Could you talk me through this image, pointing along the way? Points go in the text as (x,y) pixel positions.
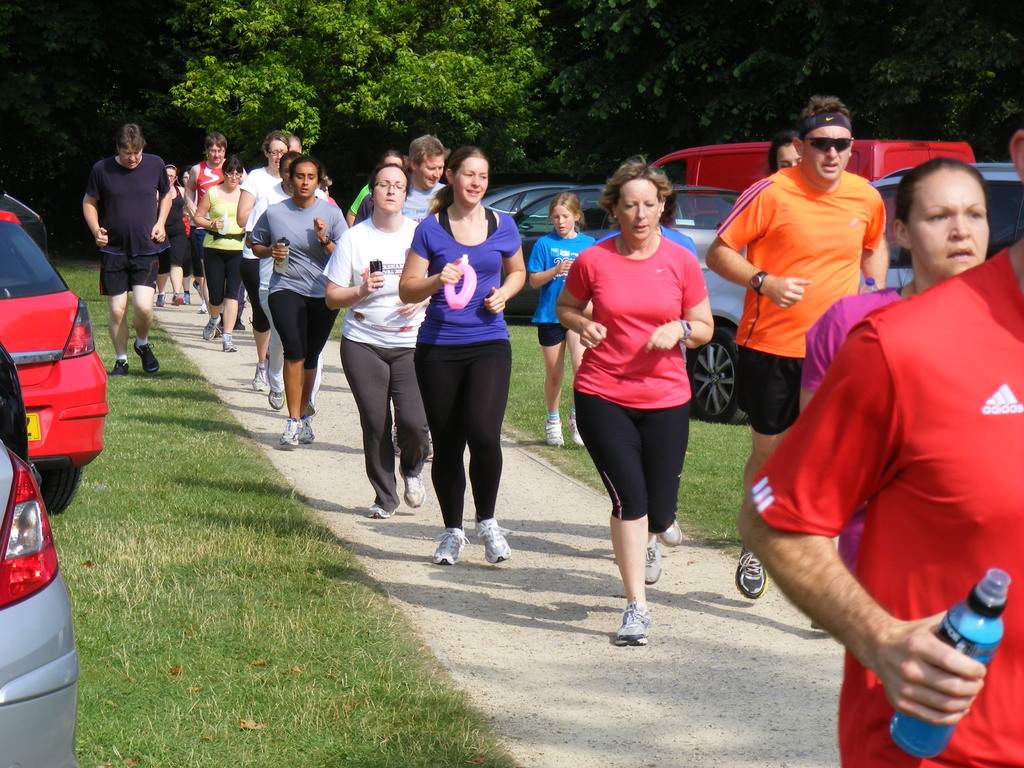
In the image we can see there are people (584,390) who are jogging on the road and behind them there are lot of trees (603,61) and cars (727,204) are parked on the grass (107,357).
